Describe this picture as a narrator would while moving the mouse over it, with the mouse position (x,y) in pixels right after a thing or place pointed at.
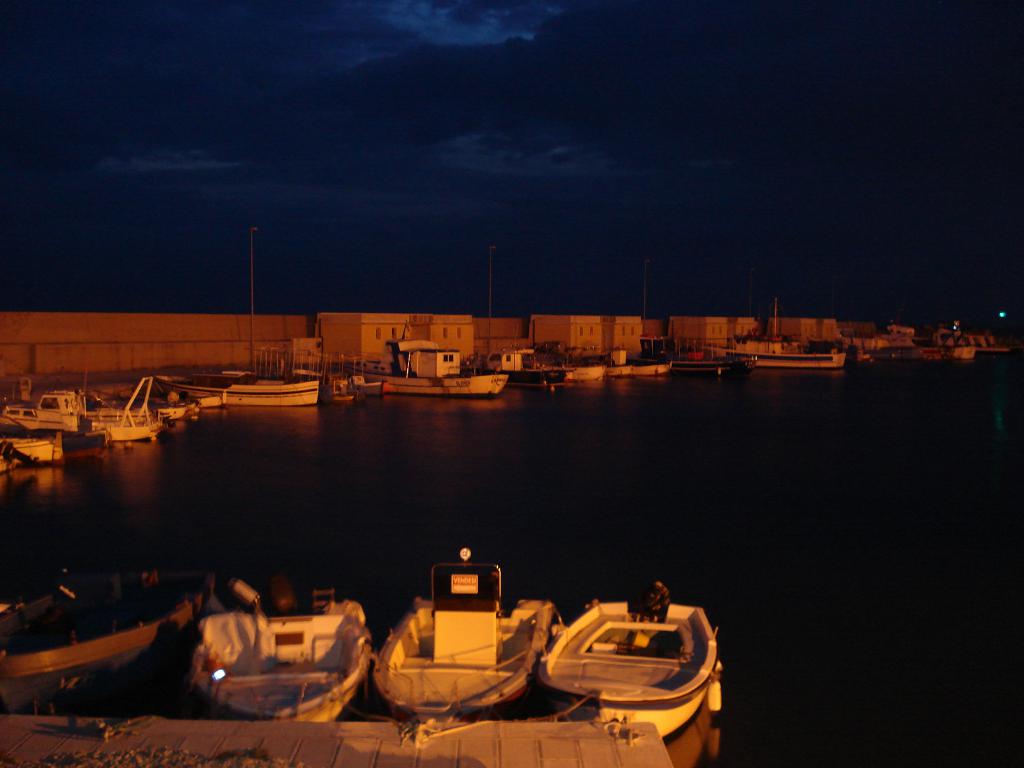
In the image we can see there are boats (112,594) floating on the water (972,439) and behind there are buildings (323,328).
